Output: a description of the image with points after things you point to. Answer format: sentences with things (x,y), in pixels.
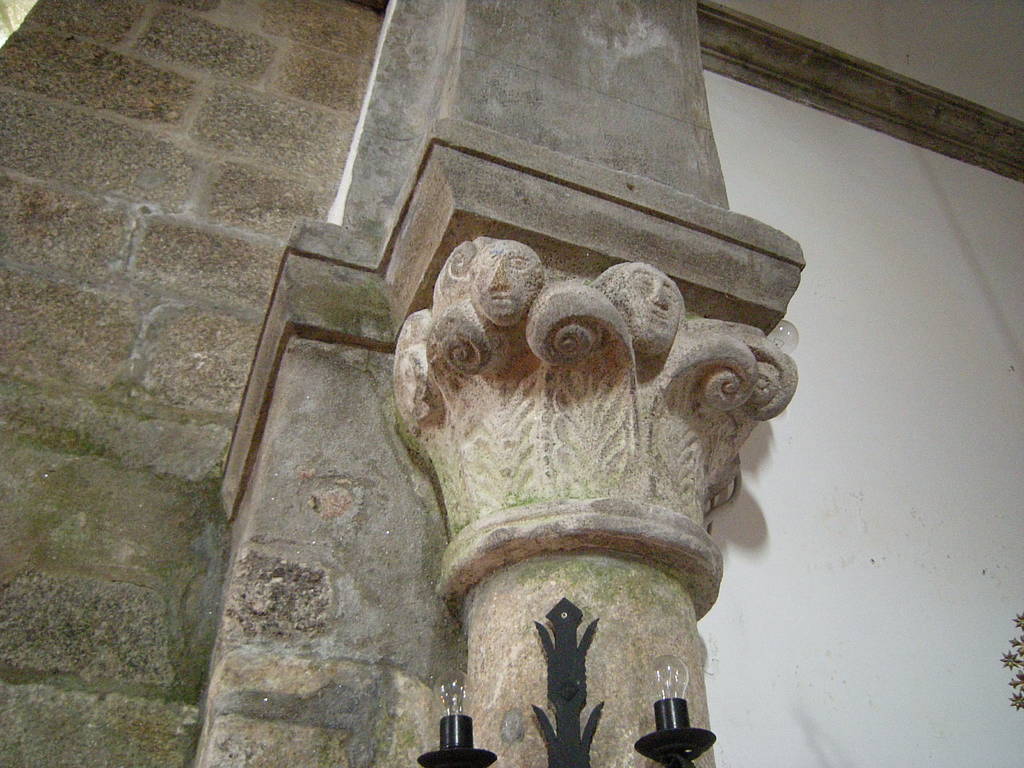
In this image I see the wall (965,635) and I see the pillar (678,334) over here and I see the lights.
